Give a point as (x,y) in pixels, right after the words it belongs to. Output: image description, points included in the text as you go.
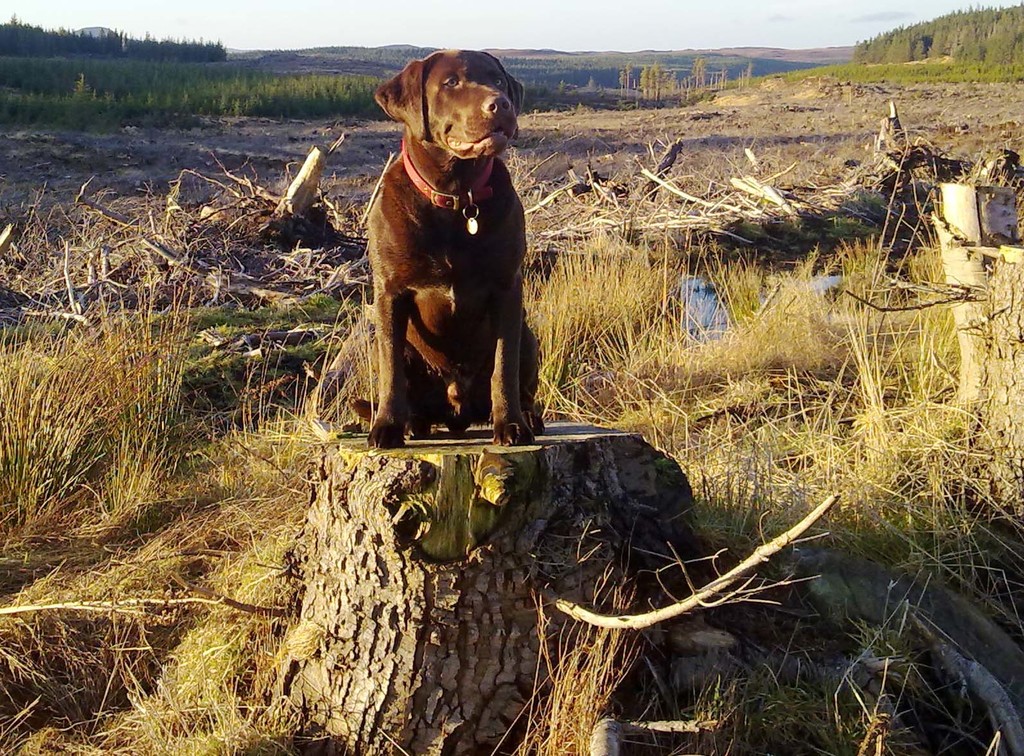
In this image there is a dog (441,284) which is sitting on the tree stem (434,510). At the bottom (198,504) there is grass (52,569). In the background (266,142) there is a ground (253,152) in which there is sand (204,195) and some wooden sticks (179,246). There are trees (178,55) on either side of the image.
